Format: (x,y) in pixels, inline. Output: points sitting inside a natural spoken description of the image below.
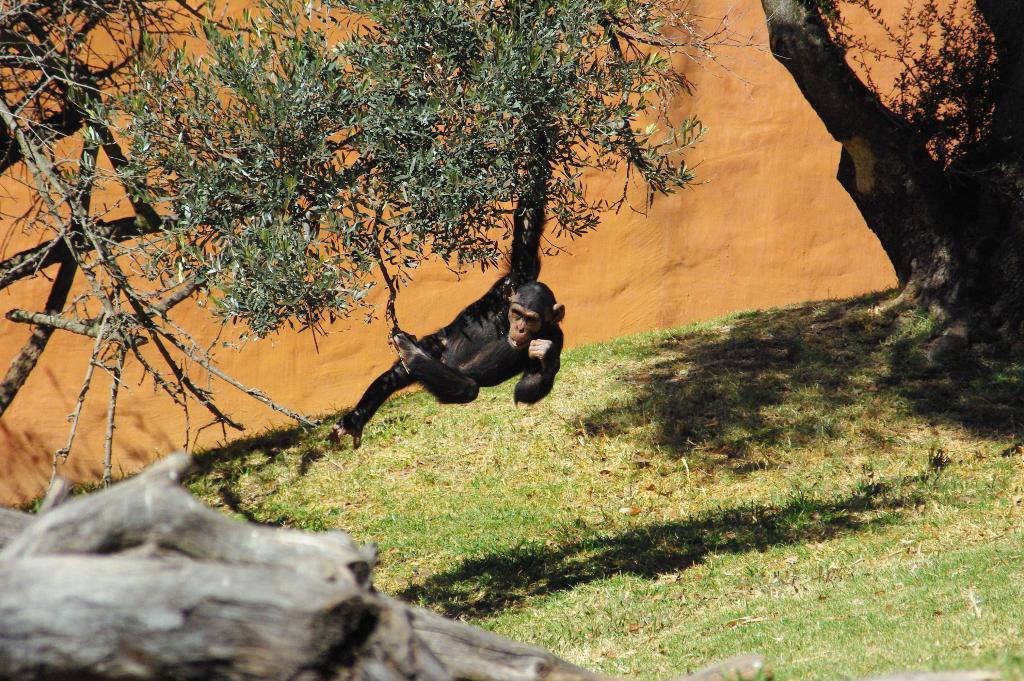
In the center of the image (429,355) we can see a chimpanzee (409,375). In the background of the image (349,164) we can see the trees (451,168) and wall (723,217). At the bottom of the image (777,507) we can see the ground (731,397). In the bottom left corner (140,590) we can see a log (193,607).
